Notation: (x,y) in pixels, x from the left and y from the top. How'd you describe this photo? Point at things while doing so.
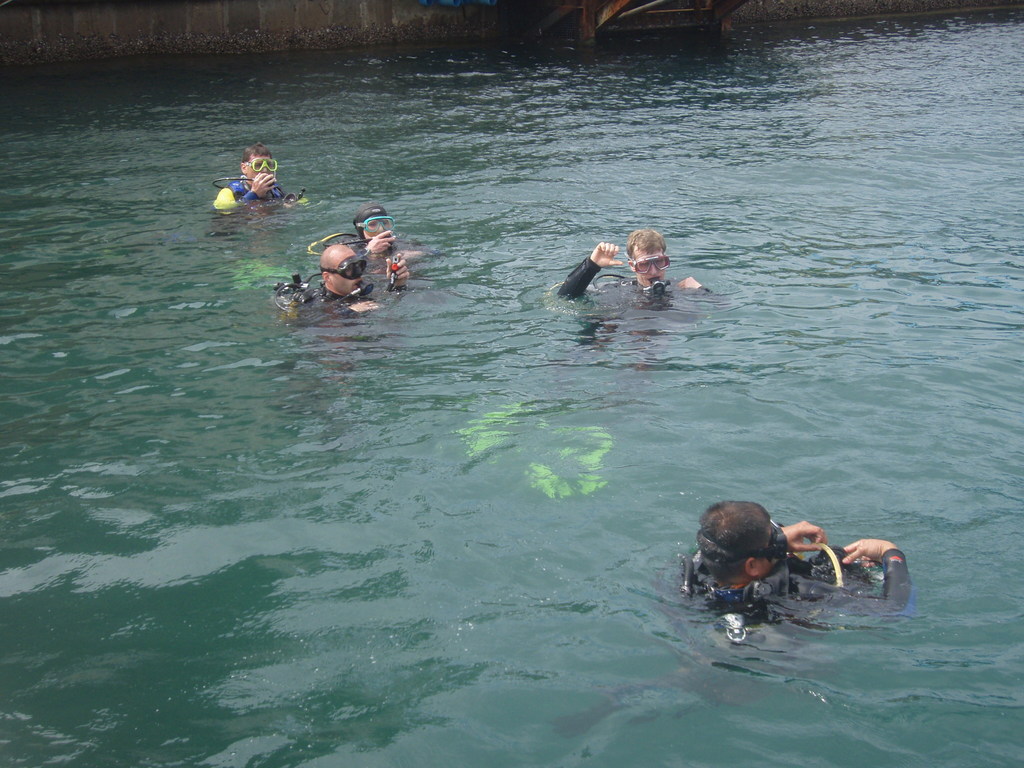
In this picture we can see some group of people (344,268) in the water (633,577) with oxygen cylinder (287,298) and wearing black swimming costumes (353,304).
